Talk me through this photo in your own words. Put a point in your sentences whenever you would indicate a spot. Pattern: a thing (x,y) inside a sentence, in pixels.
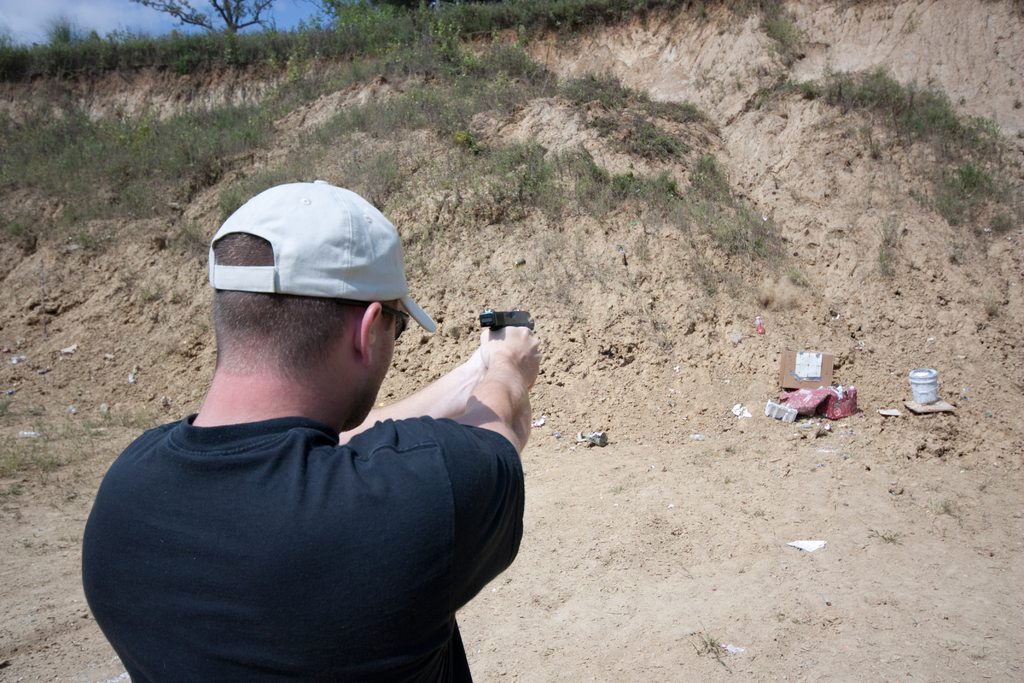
In this picture we can see a man (326,460), he wore a cap (266,270), and he is holding a gun (487,312), in front of him we can see few boxes (784,380), plants (416,36) and trees (388,7).
